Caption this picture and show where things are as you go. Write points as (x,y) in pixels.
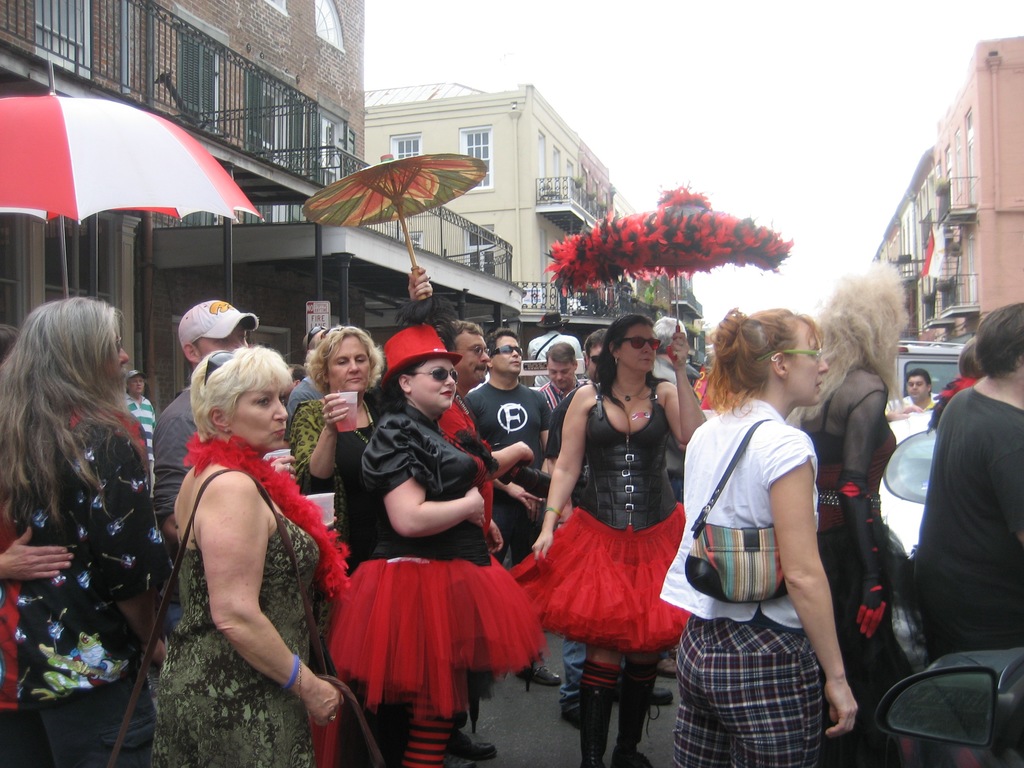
In this image we can see a few people (484,546) standing on the ground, among them some are holding objects (753,547), like the umbrellas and glasses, there are some buildings (453,297), vehicles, windows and grille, in the background (902,99) we can see the sky (801,154).
